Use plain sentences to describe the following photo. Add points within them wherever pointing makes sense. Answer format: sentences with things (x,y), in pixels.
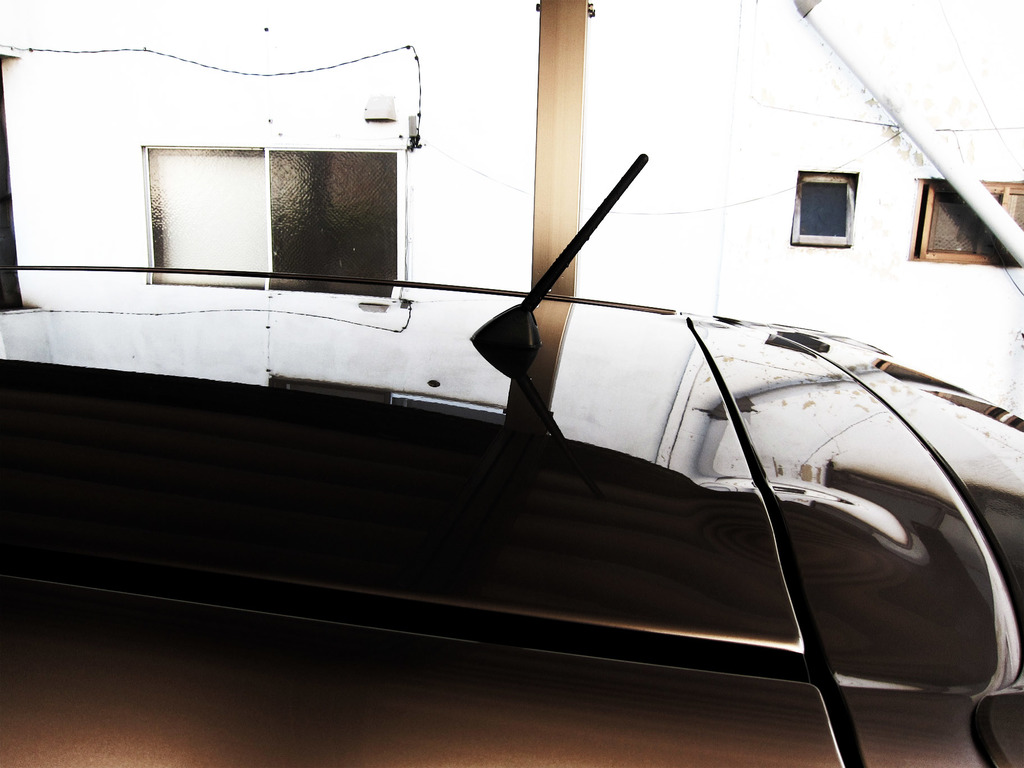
In this image, we can see a vehicle (654,560) with antenna (621,187) and reflections (468,365). In the background (685,173), there are glass windows (383,207), wall (647,247), pillar (553,190) and pole (986,199).
